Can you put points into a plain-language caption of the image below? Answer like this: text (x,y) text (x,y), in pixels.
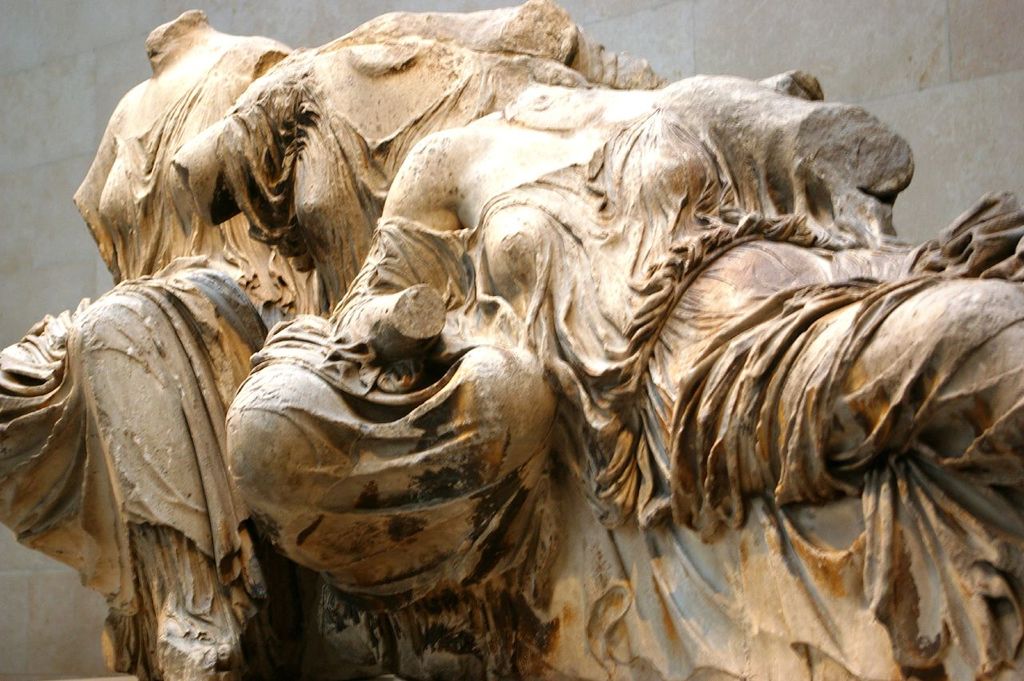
In this image I can see few statues (338,275) of persons (431,285). In the background (798,24) there is a wall (898,53).
